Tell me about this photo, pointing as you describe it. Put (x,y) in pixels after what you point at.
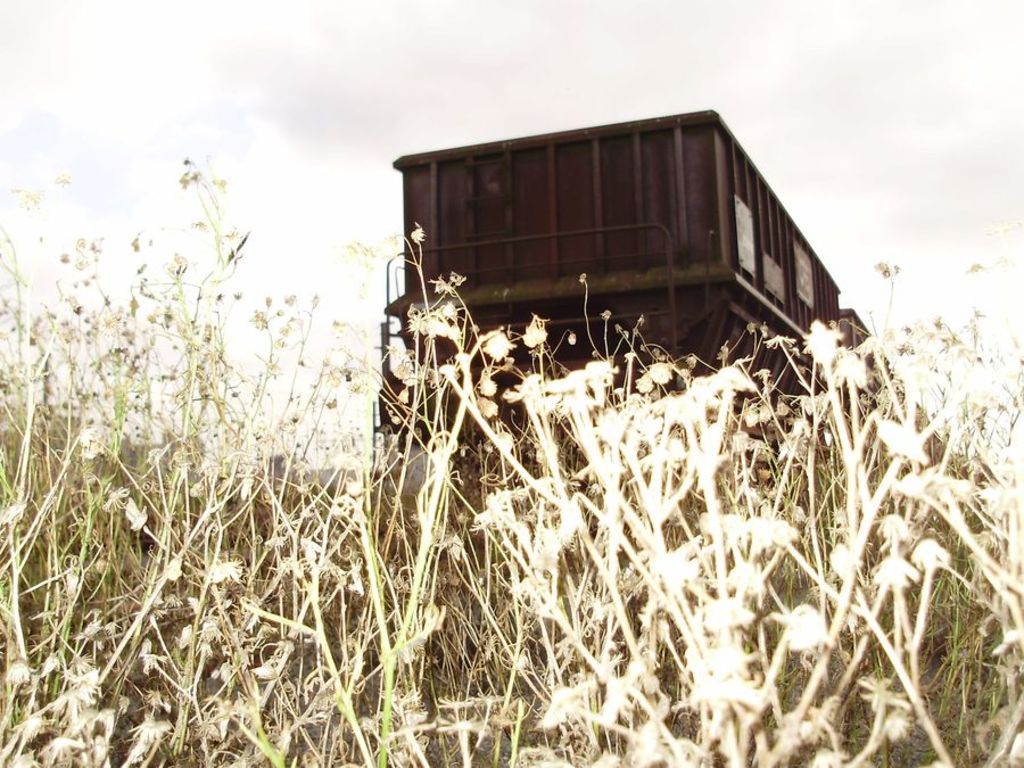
In the image we can see goods wagon (520,275), grass (810,674) and a cloudy sky (214,88).
